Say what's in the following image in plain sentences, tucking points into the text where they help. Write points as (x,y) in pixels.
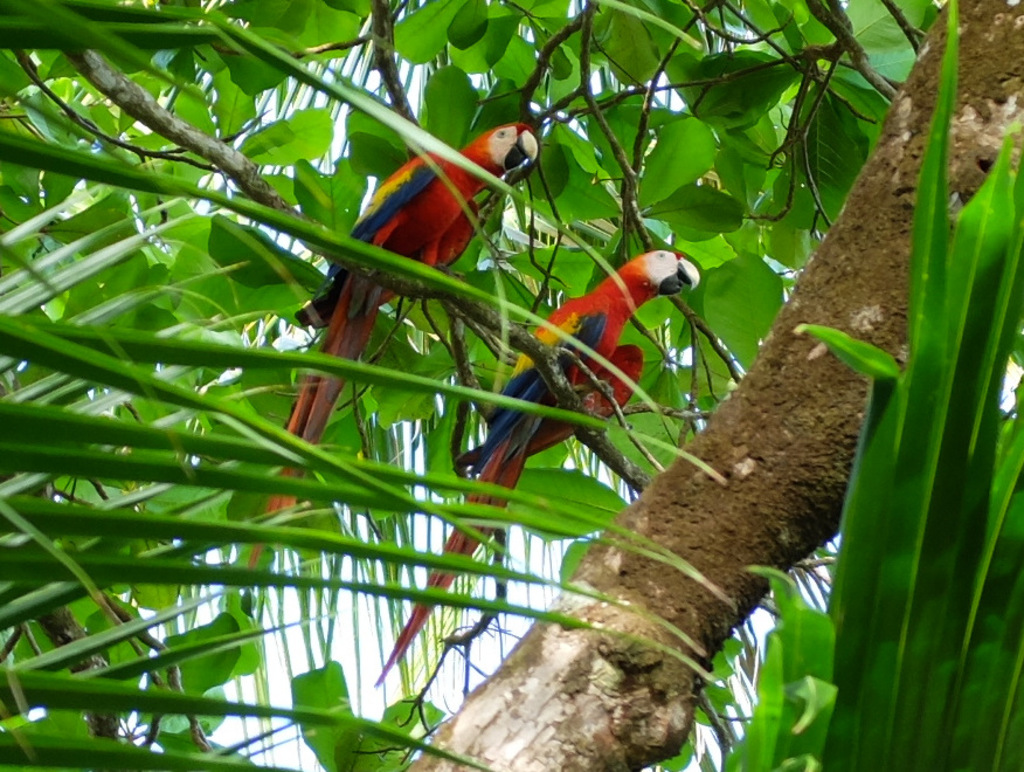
In this image I can see the tree (578,687). I can see the birds (565,303) I can also see the leaves (174,362).
